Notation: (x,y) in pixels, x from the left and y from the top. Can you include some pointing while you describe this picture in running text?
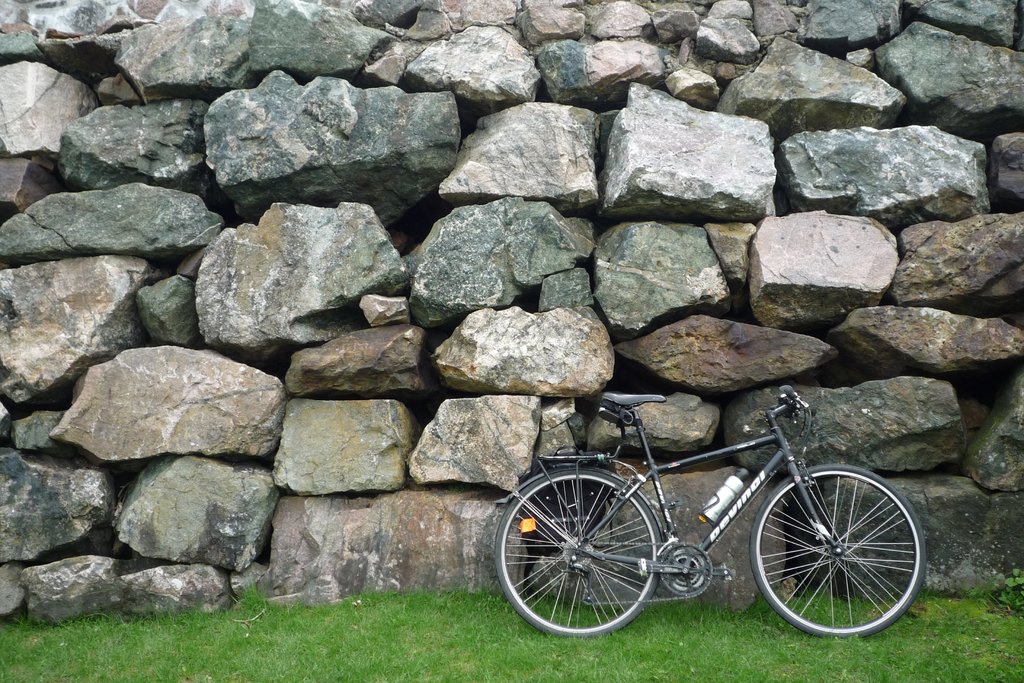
In this image we can see a rock wall (716,480). There is a bicycle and a bottle (716,497) in the image. There a grassy land (406,639) in the image.
